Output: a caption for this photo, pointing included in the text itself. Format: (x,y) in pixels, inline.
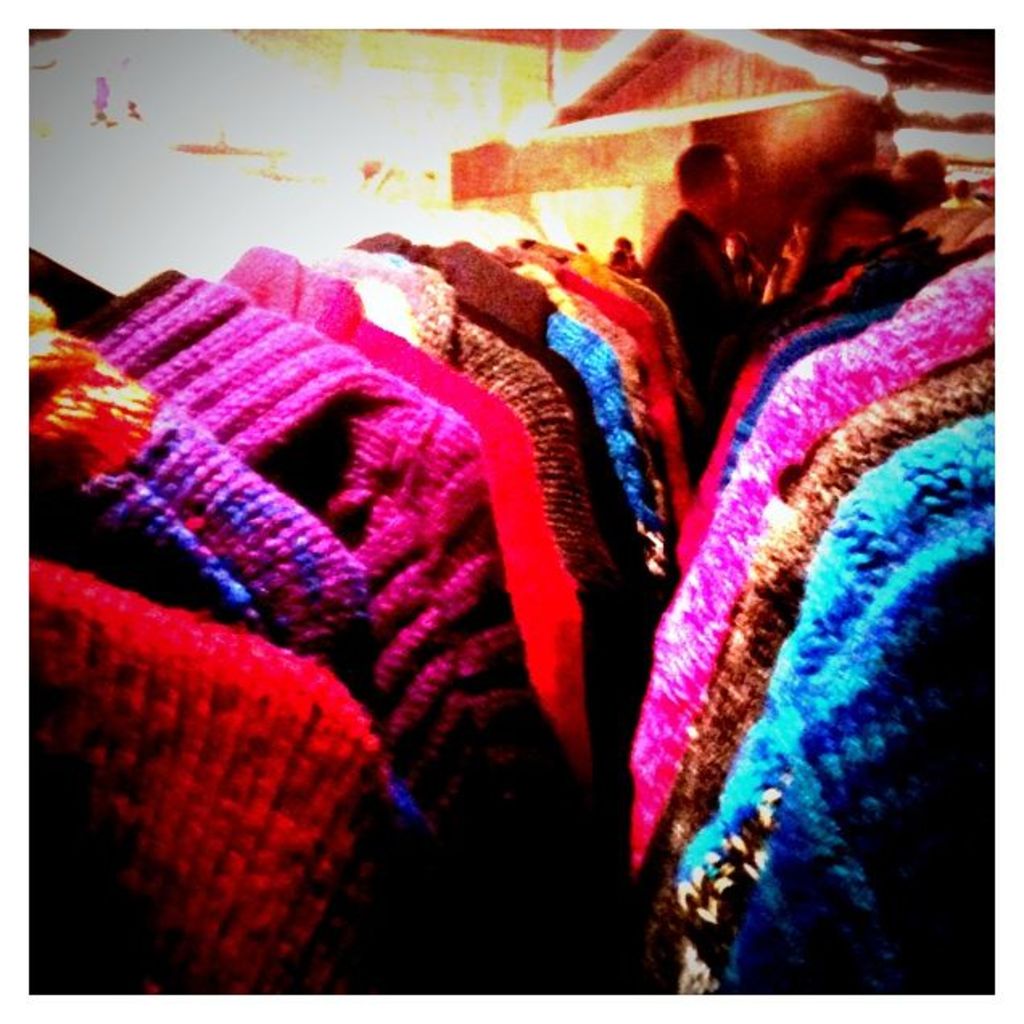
In this picture we can see some clothes (464,598) in the front (836,450), in the background (719,198) there is a person (744,292).
